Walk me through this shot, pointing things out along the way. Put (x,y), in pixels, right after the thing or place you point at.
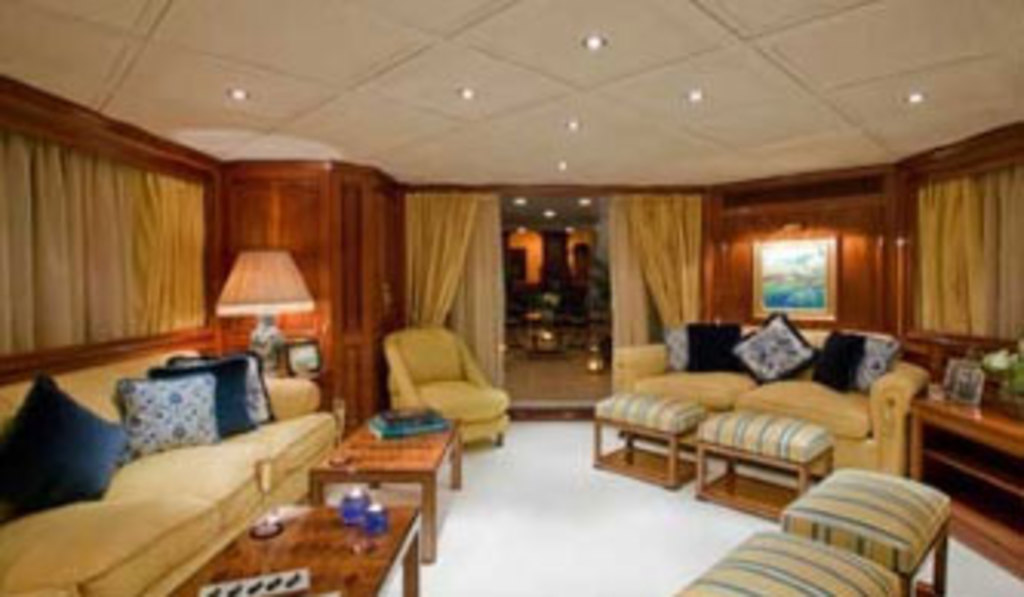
In this image I can see two sofas (888,402) and cushions (222,371) on it. I can also see tables (429,462), curtains (500,277) on windows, door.
